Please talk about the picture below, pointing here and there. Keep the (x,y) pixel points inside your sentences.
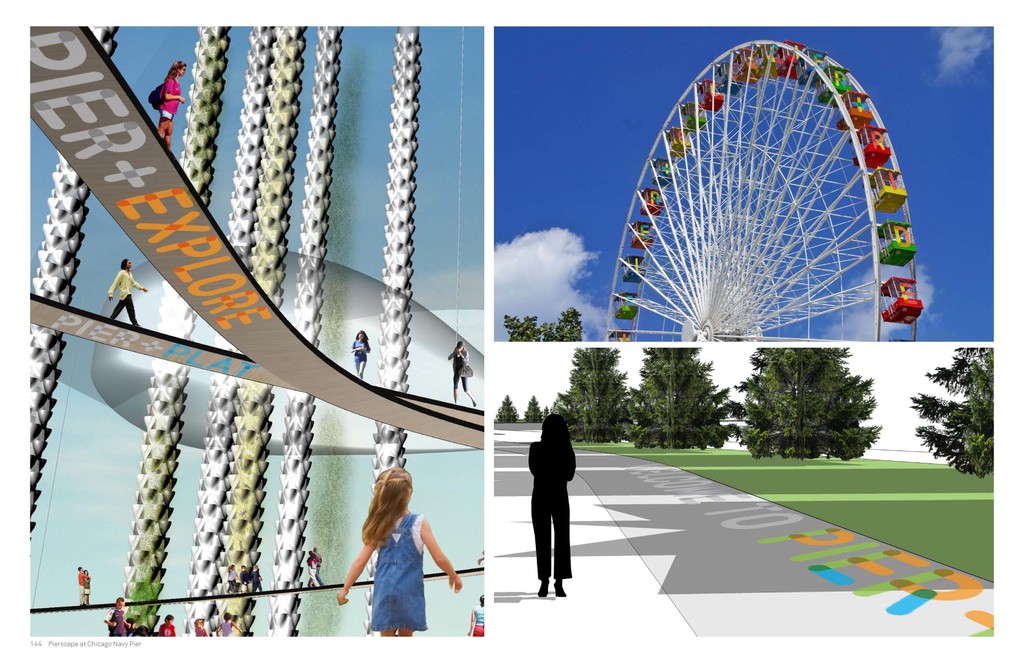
I see this is an animated picture and I see number of people (395,606) who are on the path (255,362) and I see the trees (632,422) and the grass (731,456) over here and I see a giant wheel (676,209) over here. In the background (623,216) I see the clear sky (931,39).
